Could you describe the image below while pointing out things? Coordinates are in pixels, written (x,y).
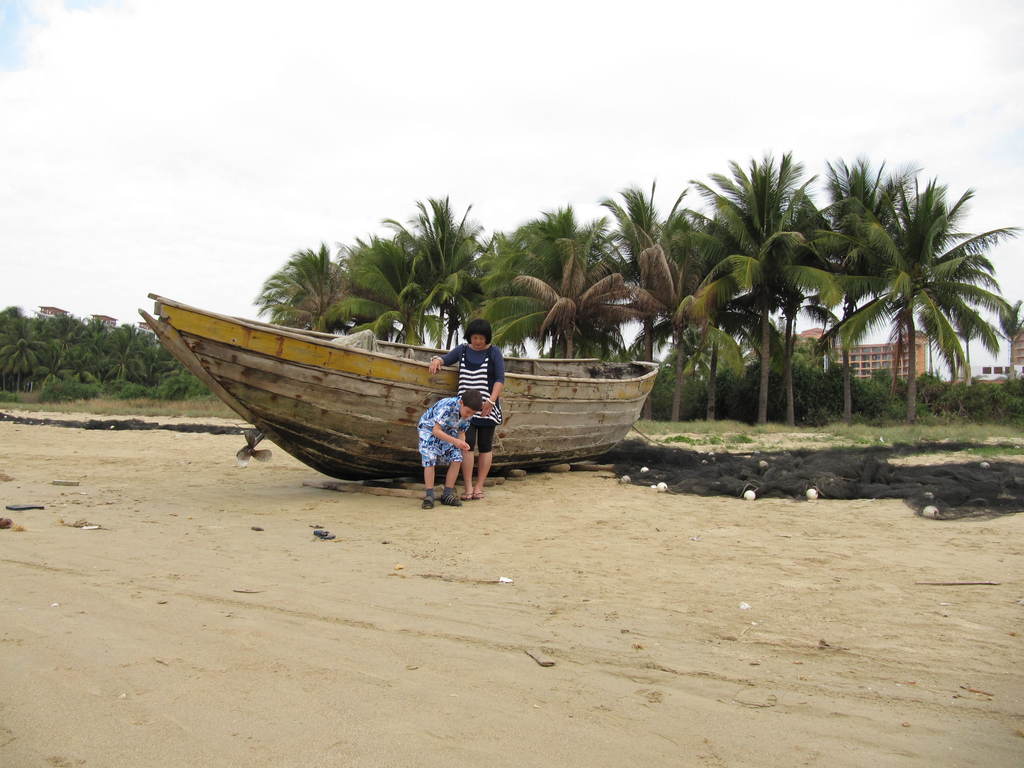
In this picture there are two person (433,415) standing near to the boat (547,405). On the background (26,385) we can see many trees (682,401) and buildings (983,379). Here we can see a black color net (835,482) and grass (963,429). On the top (347,63) we can see sky (578,65) and clouds (502,71). On the bottom (435,610) we can see sand (271,698).
